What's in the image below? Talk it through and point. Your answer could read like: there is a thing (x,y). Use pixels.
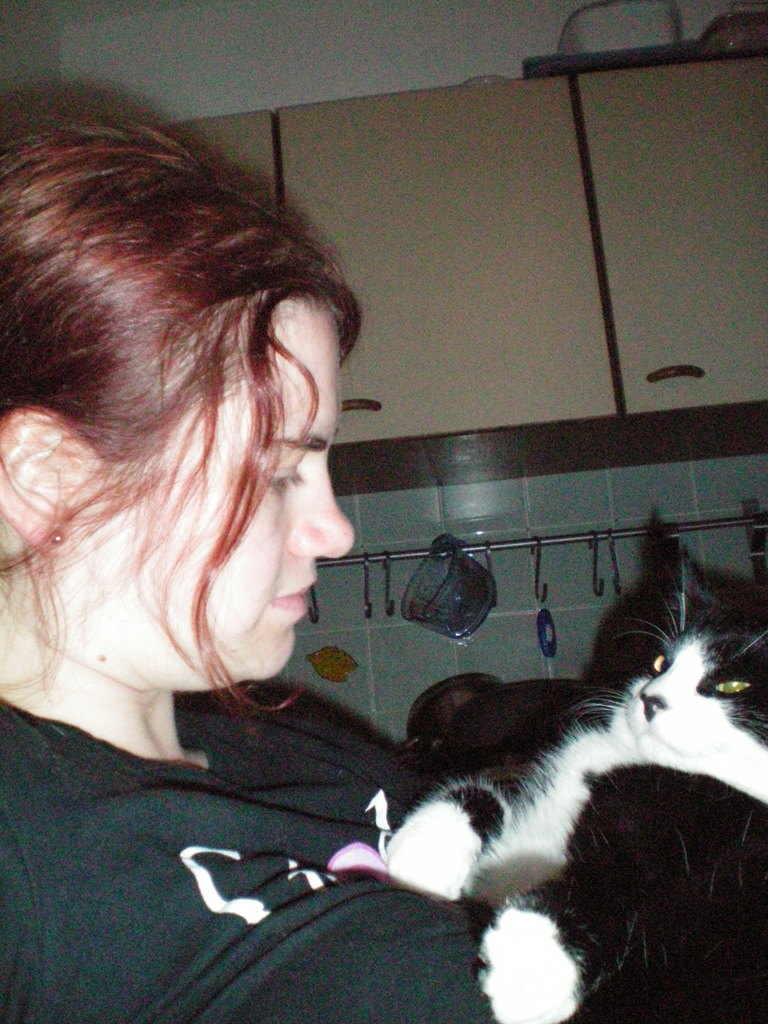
This image is taken indoors. In the background (504,400) there are three cupboards (522,211). There are a few things (489,562). On the left side of the image (179,756) there is a woman (395,948). On the right side of the image (560,857) there is a cat (538,840).
